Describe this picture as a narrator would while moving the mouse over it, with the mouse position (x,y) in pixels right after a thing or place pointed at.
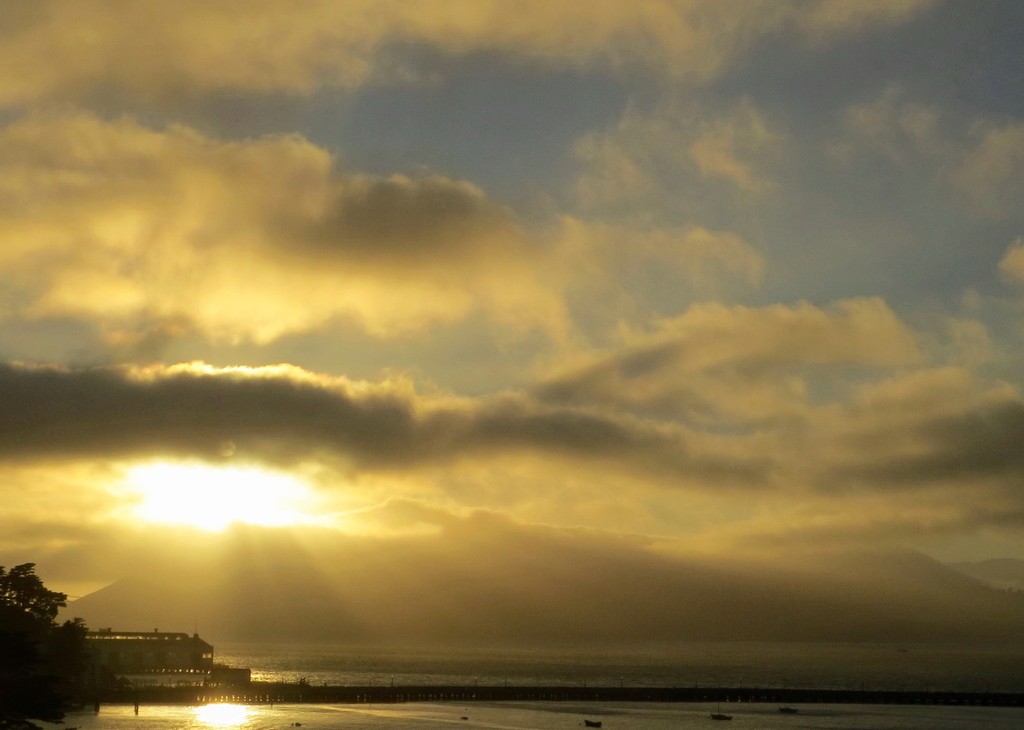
In this picture we can see trees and we can see sky (298,253) in the background (219,274).
